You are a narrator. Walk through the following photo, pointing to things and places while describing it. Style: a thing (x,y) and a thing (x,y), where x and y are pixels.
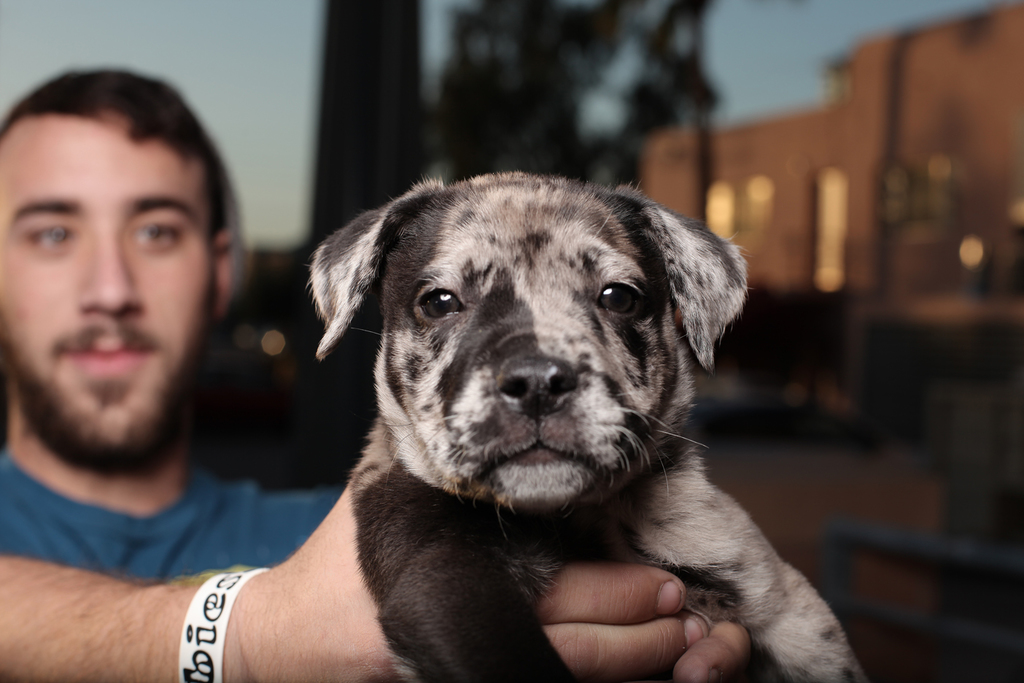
This picture is clicked outside. Man (234,629) in blue t-shirt (214,538) is holding a spotted puppy (481,530) in his hands (681,595). Behind them, we see a tree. On the right corner of the picture (884,94), we see a yellow building (968,227).
